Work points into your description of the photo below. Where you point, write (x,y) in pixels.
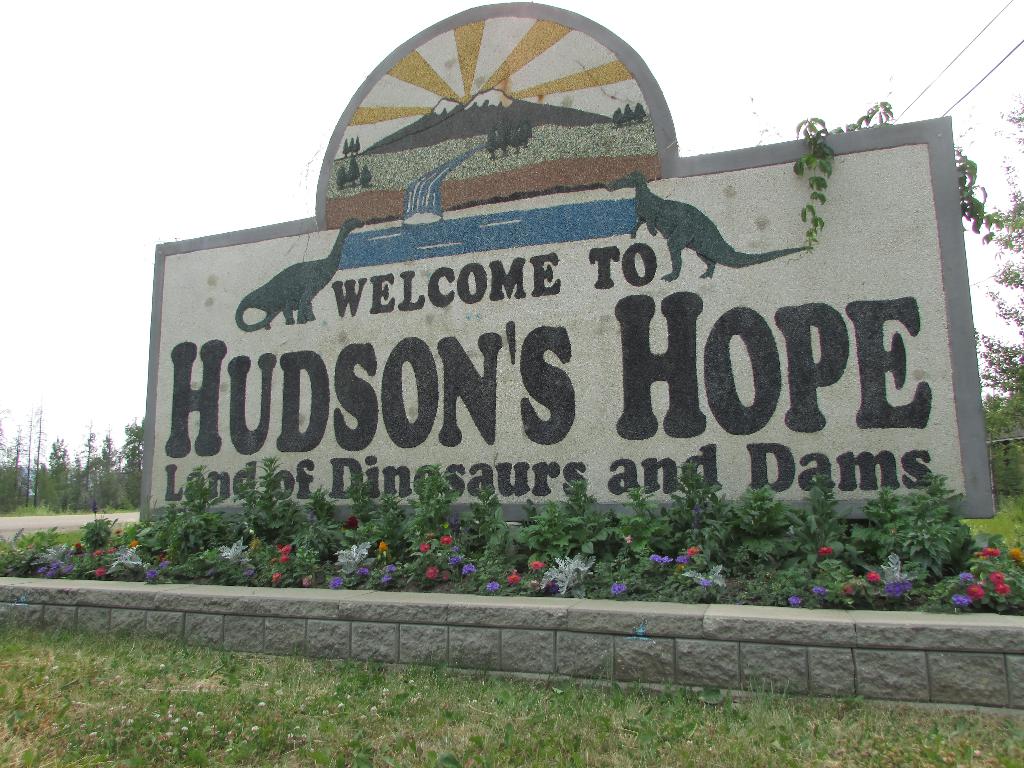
In this picture I can see a stone wall (472,309) something written on it. I can see green grass (486,721). I can see flower plants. I can see trees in the background (66,467).
